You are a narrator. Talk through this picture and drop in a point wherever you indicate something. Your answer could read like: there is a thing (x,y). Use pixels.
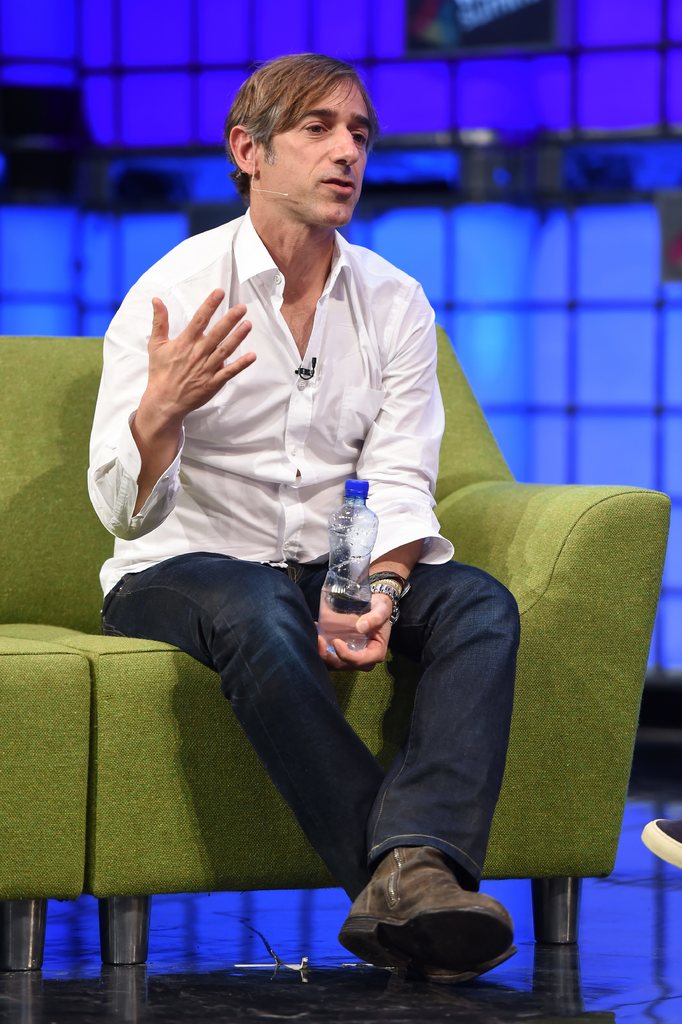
In this picture we can see a man (355,770) who is sitting on the sofa (144,789). He hold a bottle (341,598) with his hand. He wear shoes (380,921) and this is the floor (222,982).
